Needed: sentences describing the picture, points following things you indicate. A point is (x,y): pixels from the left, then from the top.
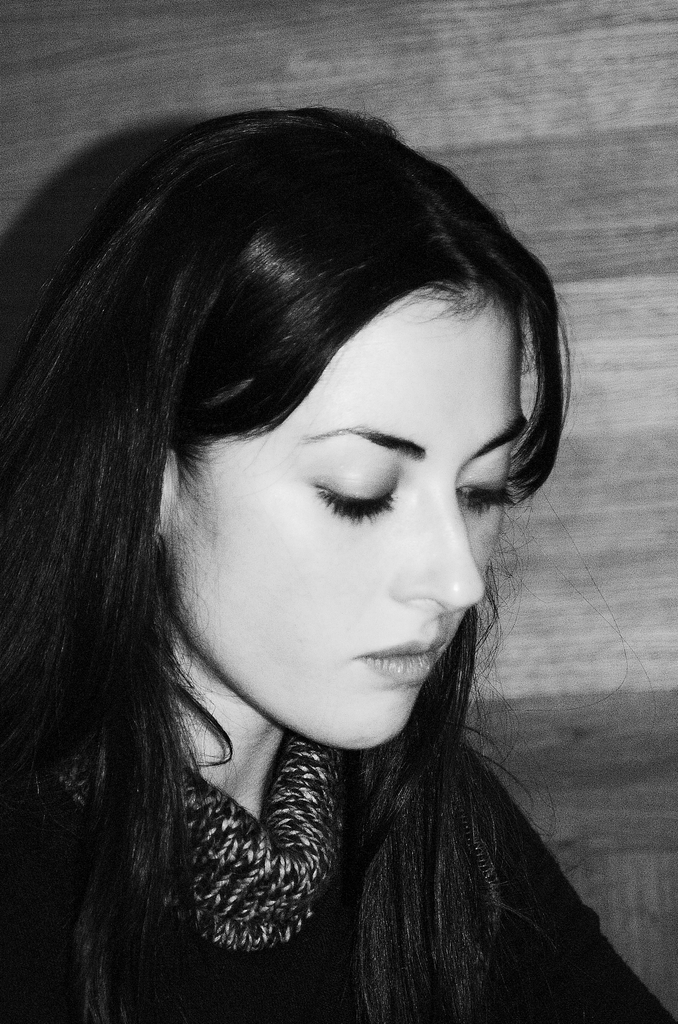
This is a black and white image and here we can see a lady (318,614) and in the background (418,59), there is a wall (587,544).
